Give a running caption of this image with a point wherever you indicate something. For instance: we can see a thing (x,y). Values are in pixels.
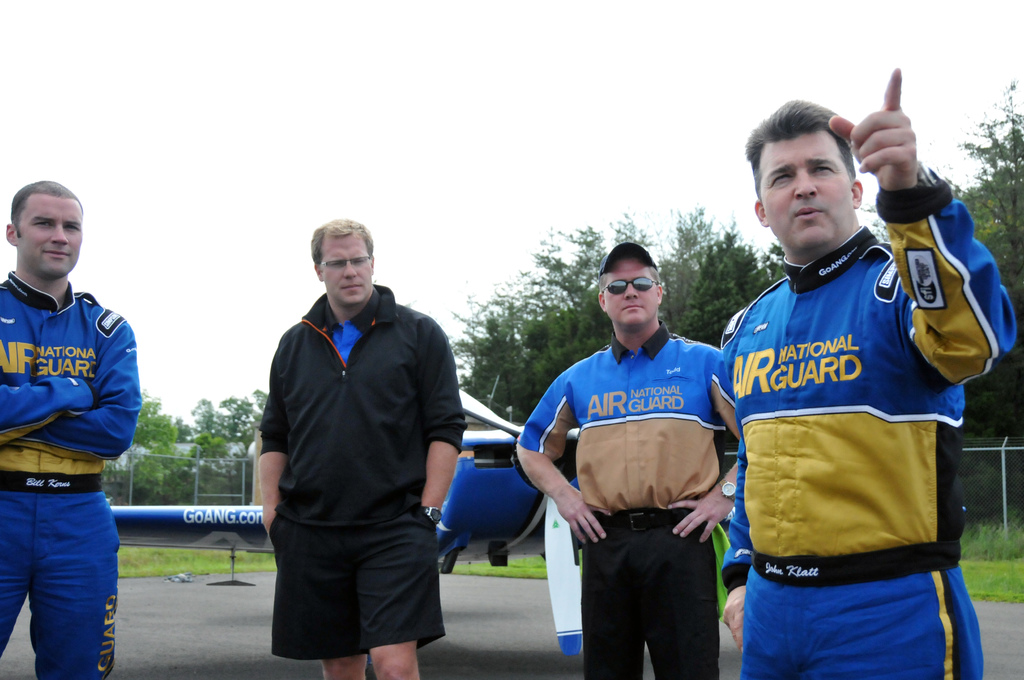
As we can see in the image in the front (557,379) there are four persons (624,509) standing. There is a blue color plane (493,483), fence (242,484), grass (224,563) and trees (693,270). At the top (514,71) there is sky (284,33).
